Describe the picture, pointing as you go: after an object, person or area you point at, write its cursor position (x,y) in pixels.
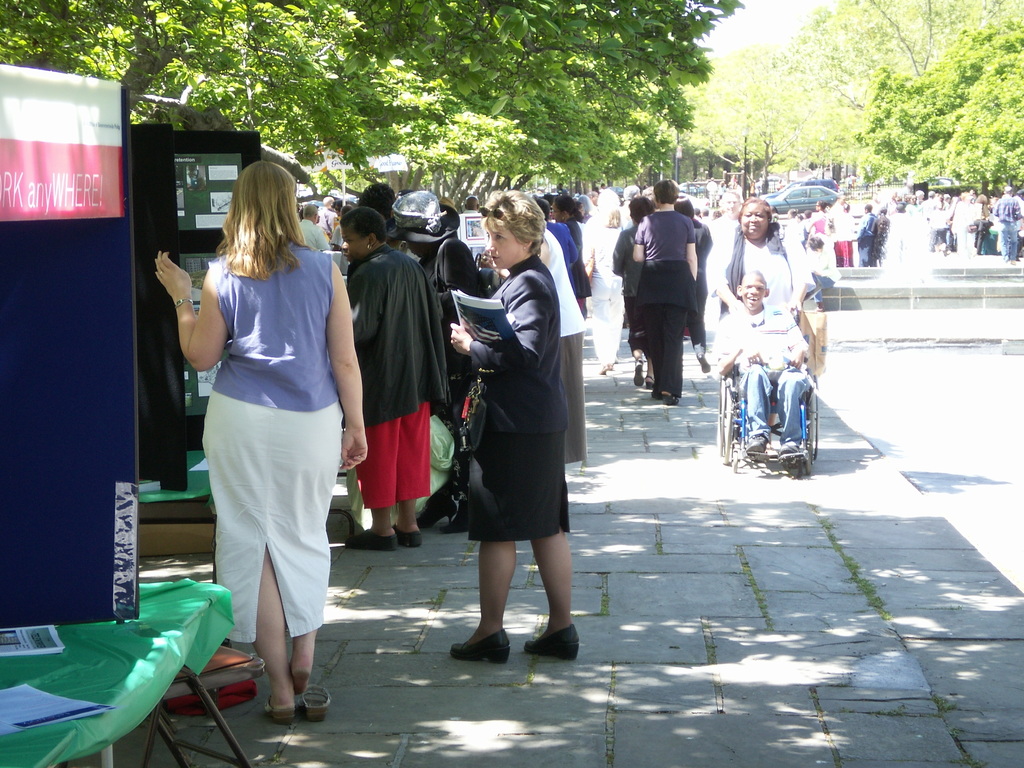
At the bottom of the image (577,724) there is a footpath (713,565). On the footpath (700,424) there are many people (433,246) and there is a person (790,352) sitting in the wheelchair (736,397). On the left corner of the image (65,387) there is a board (112,252) with a banner (109,183) and also there is a table (159,635) with few papers (56,629) on it. In the background (364,8) there are trees (771,119), vehicles (685,187) and a fountain (909,268).
